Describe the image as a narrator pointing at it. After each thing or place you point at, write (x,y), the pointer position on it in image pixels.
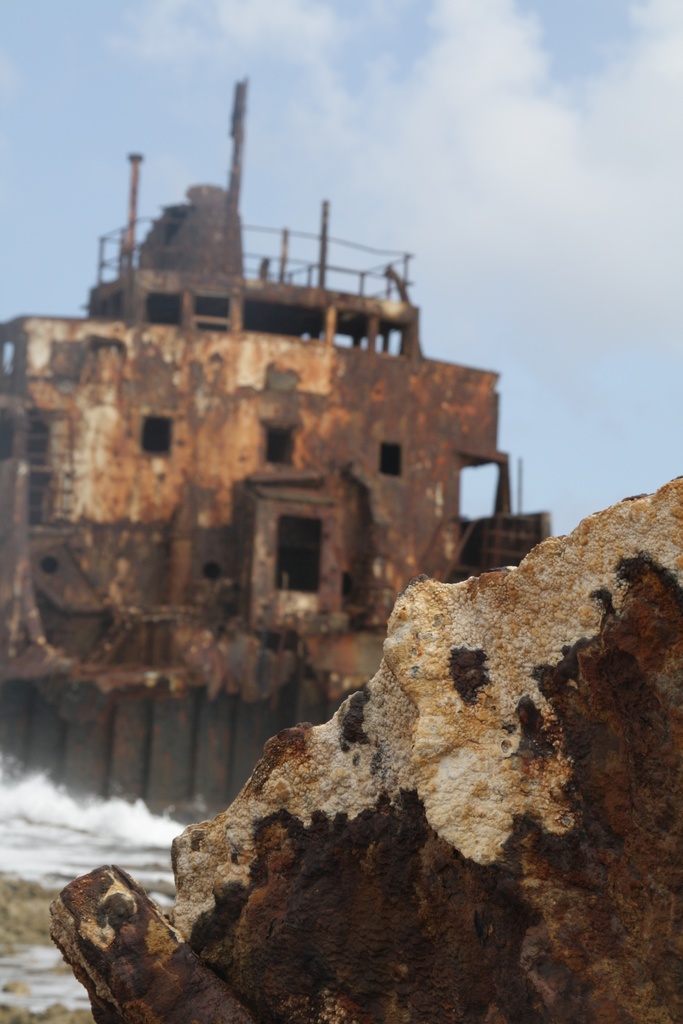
In this image there is a rock (537,808). Left side (45,804) there is water (58,807) having tides (58,796). There is a building (162,695). Top of the image (427,167) there is sky (406,164) with some clouds (482,168).
